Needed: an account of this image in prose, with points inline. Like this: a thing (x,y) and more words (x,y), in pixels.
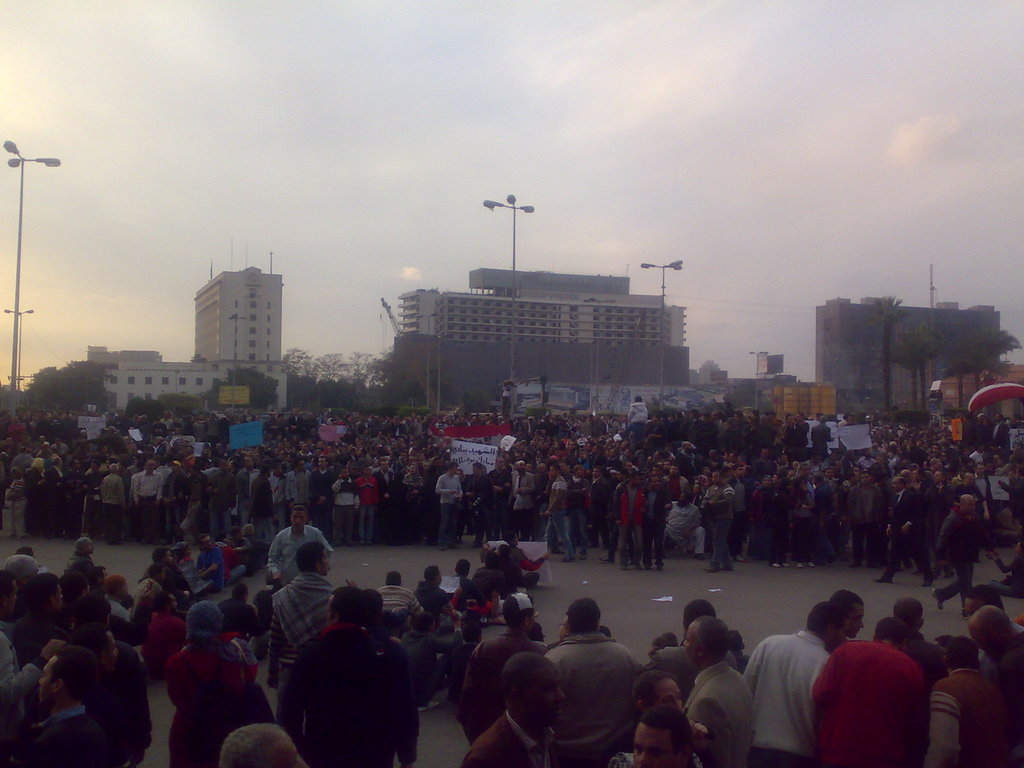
This image is clicked outside. There are so many people (515,618) in the middle (536,452). There are buildings (840,378) in the middle (575,372). There are trees (315,368) in the middle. There is sky (536,169) at the top (457,71).
